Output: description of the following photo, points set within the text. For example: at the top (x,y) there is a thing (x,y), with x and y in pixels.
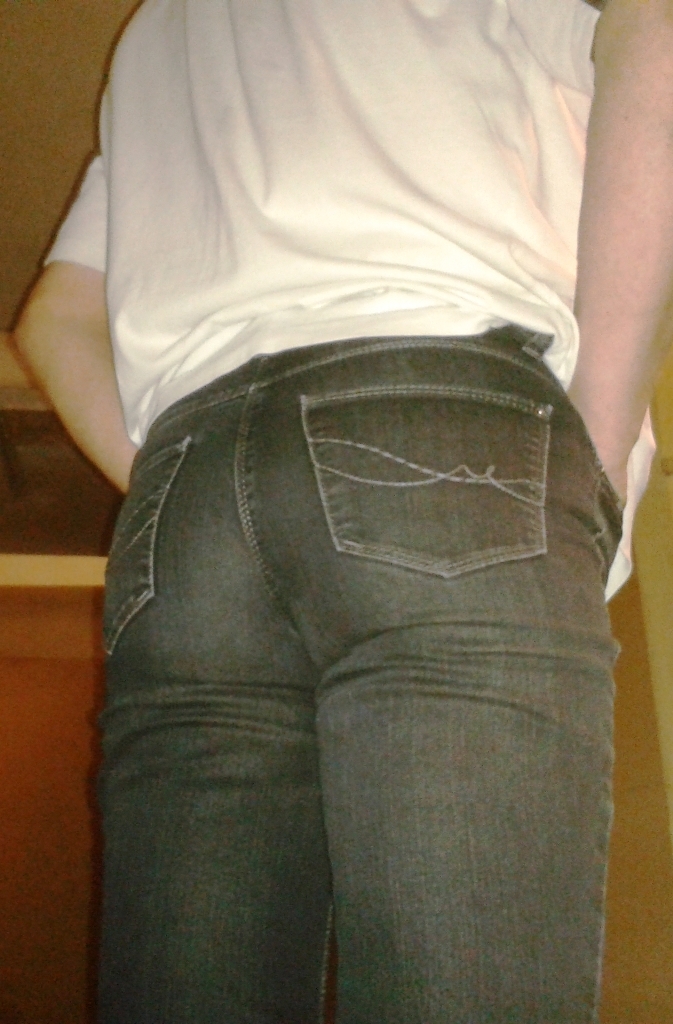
In this image we can see a person (399,421). In the background (669,905) there is an object (32,734).
